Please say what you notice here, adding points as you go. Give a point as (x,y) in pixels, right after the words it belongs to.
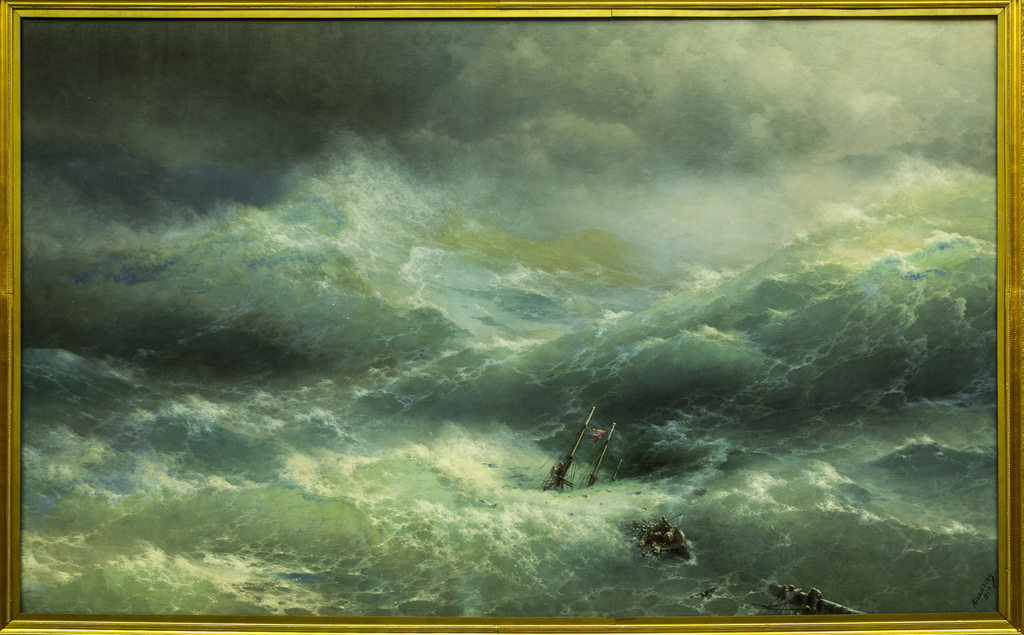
In this image we can see a frame (670,621). In the frame (603,624) we can see water (737,528), few objects (568,469), and sky (981,62) with clouds (644,127).
